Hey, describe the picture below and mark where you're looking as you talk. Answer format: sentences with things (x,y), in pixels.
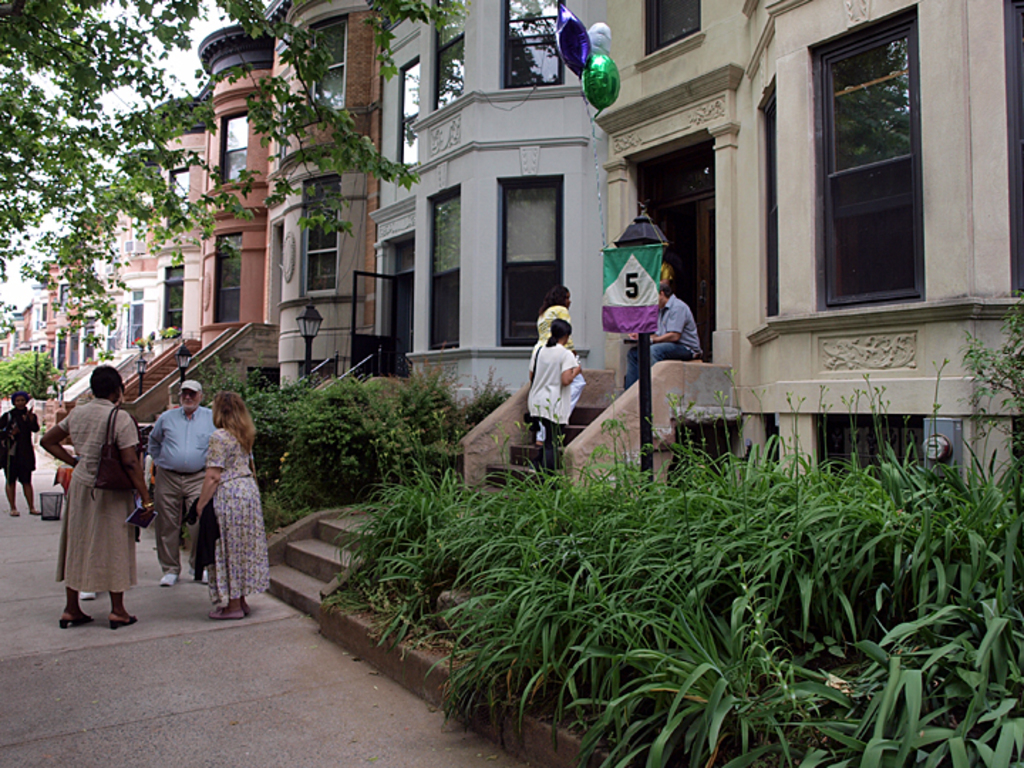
In the picture we can see these people (209,441) on the left side (226,500) are standing on the road (184,629) and we can see some people (578,392) standing on the steps (515,468). Here we can see the plants (937,619), shrubs (302,417), light poles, banners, balloons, glass windows (873,143), buildings (467,365), trees (190,211) and the sky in the background (229,148).
